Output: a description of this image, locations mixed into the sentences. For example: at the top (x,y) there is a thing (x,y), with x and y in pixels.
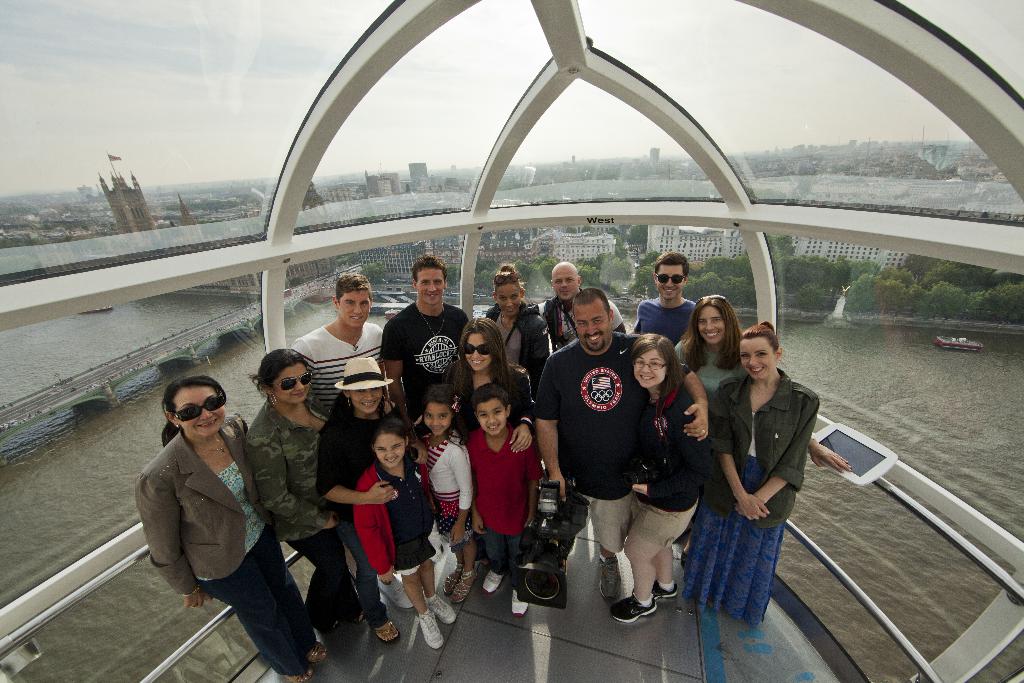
In this image I can see number of people (297,374) are standing. I can see few of them (673,315) are wearing shades (223,398) and I can also see a smile on their faces (487,418). Here I can see a screen (827,435) and in the background (920,368) I can see water (921,388), a bridge (50,412), number of buildings (480,257), trees (1014,308) and a flag (115,157) over there. I can also see here some of them (420,344) are wearing black dress (558,385) and few of them (226,487) are wearing jackets (191,508).
